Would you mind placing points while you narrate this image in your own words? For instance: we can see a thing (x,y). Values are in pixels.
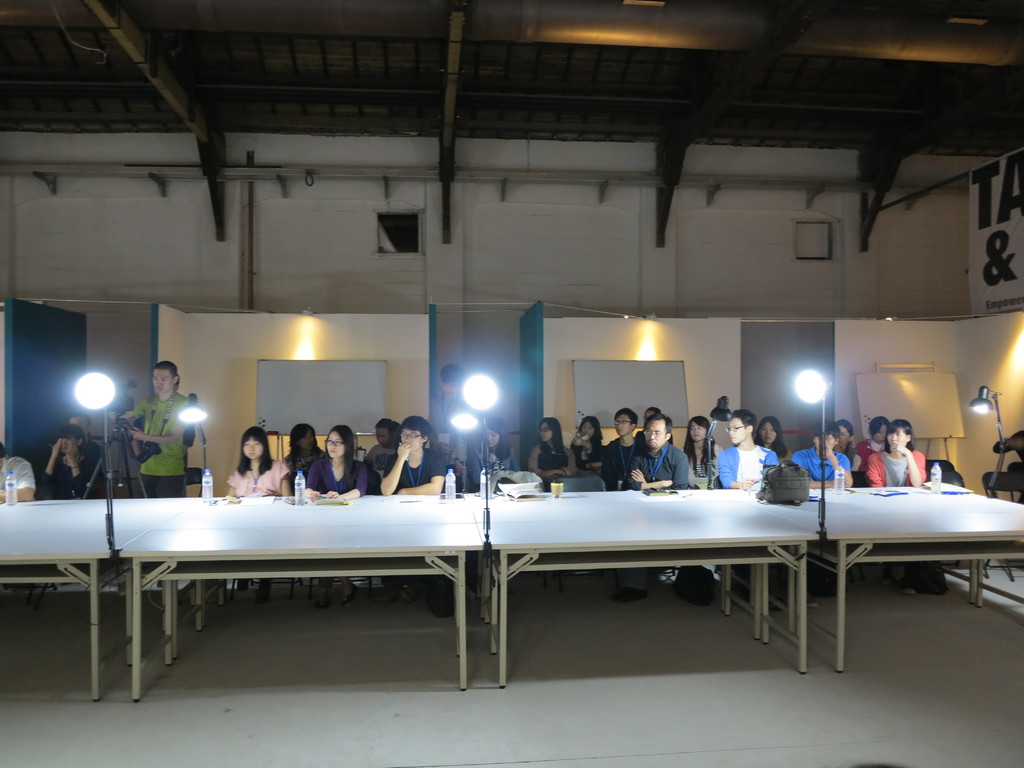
In the image we can see there are people (646,482) who are sitting on chair (369,482) and there are lights (100,397) which are flashing on and which are kept on the table (598,513) and at the back (595,253) there is a wall (470,253) which is in white colour and there is a man (179,445) who is standing and holding camera (155,444) in his neck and there are water bottles (452,494) on the table (622,510).
